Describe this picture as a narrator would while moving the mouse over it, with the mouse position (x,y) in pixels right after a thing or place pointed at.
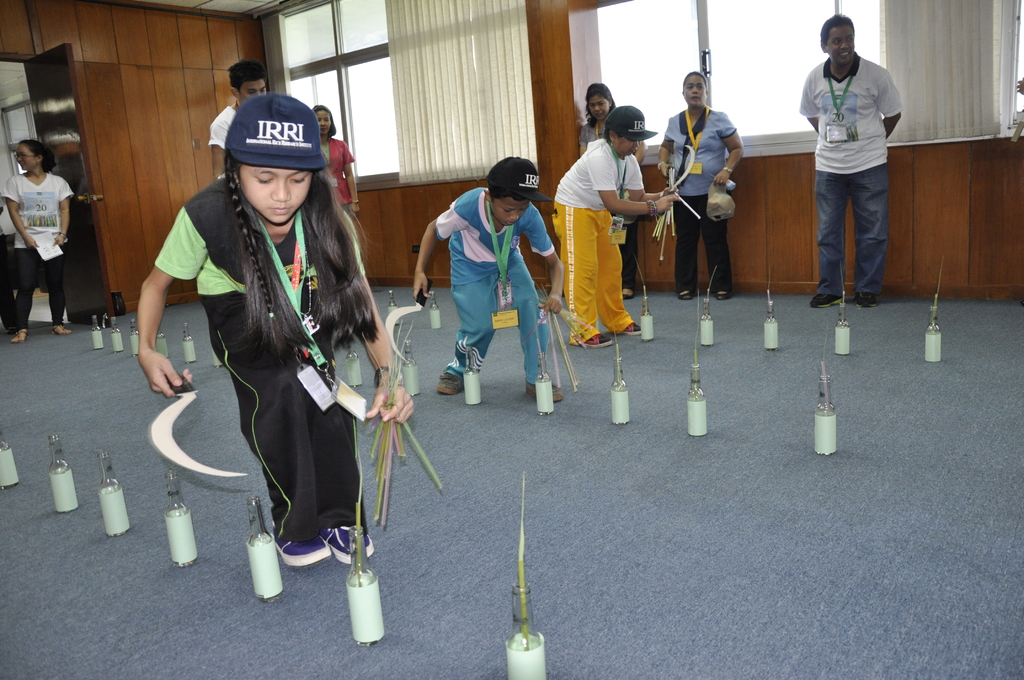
In this image we can see the people (336,273) standing on the floor (459,415) and holding sticks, knife (392,333), cap (729,197) and paper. There are a few bottles (519,634) with sticks (360,571) on the floor (564,477). In the background (115,99), we can see a wooden wall (448,200) with door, window (630,68) and window shades (488,75).
